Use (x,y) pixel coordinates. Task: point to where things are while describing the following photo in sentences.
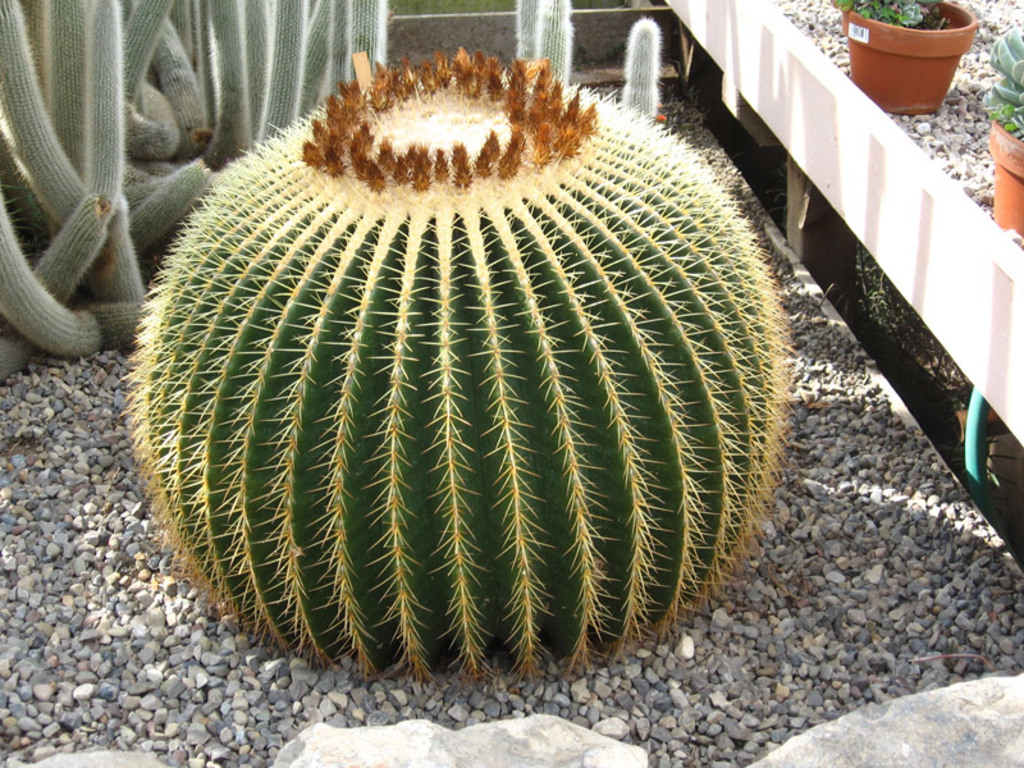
In this picture, I see few plants (397,273) on the ground (182,591) and couple of plants (886,15) in the pots (868,21) and few stones (75,365) and rocks (837,750) on the side.
